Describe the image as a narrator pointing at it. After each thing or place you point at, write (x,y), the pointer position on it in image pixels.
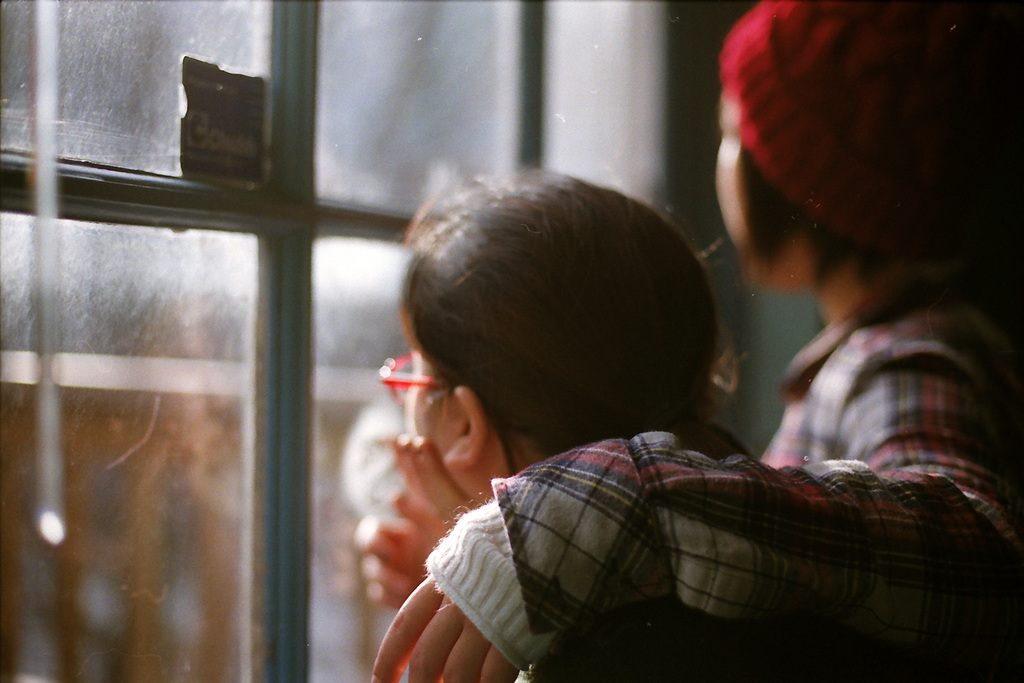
In this image we can see two people (792,449) are standing and there is a glass window (323,123) in front of them.
